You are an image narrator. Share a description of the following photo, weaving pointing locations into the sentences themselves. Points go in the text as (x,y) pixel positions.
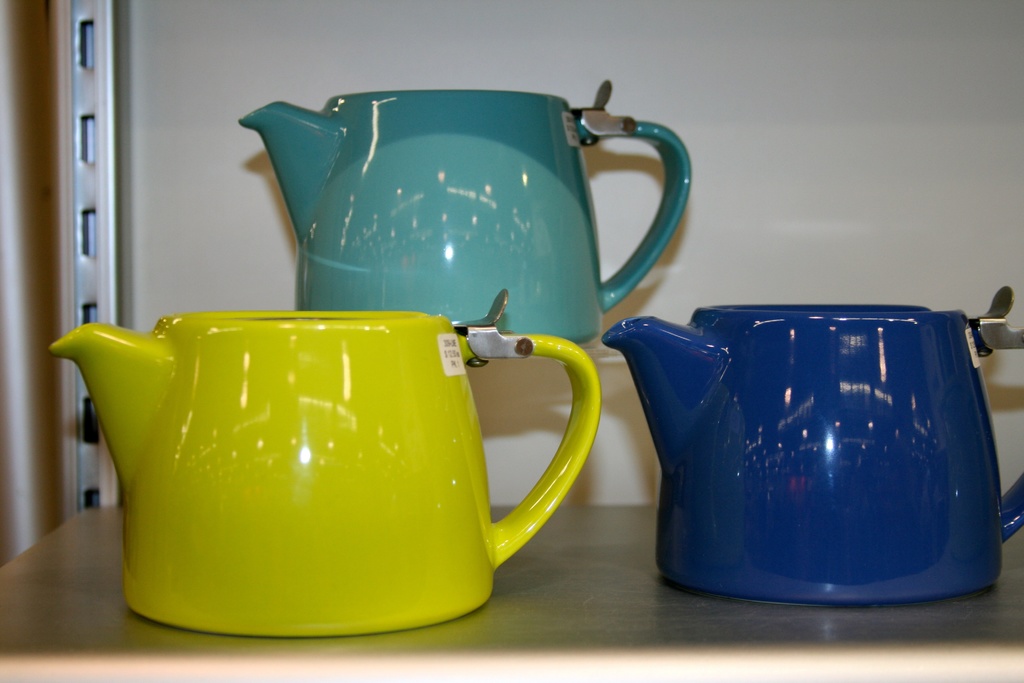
In this image there are three kettles (555,479) are arranged in the rack (622,670).
